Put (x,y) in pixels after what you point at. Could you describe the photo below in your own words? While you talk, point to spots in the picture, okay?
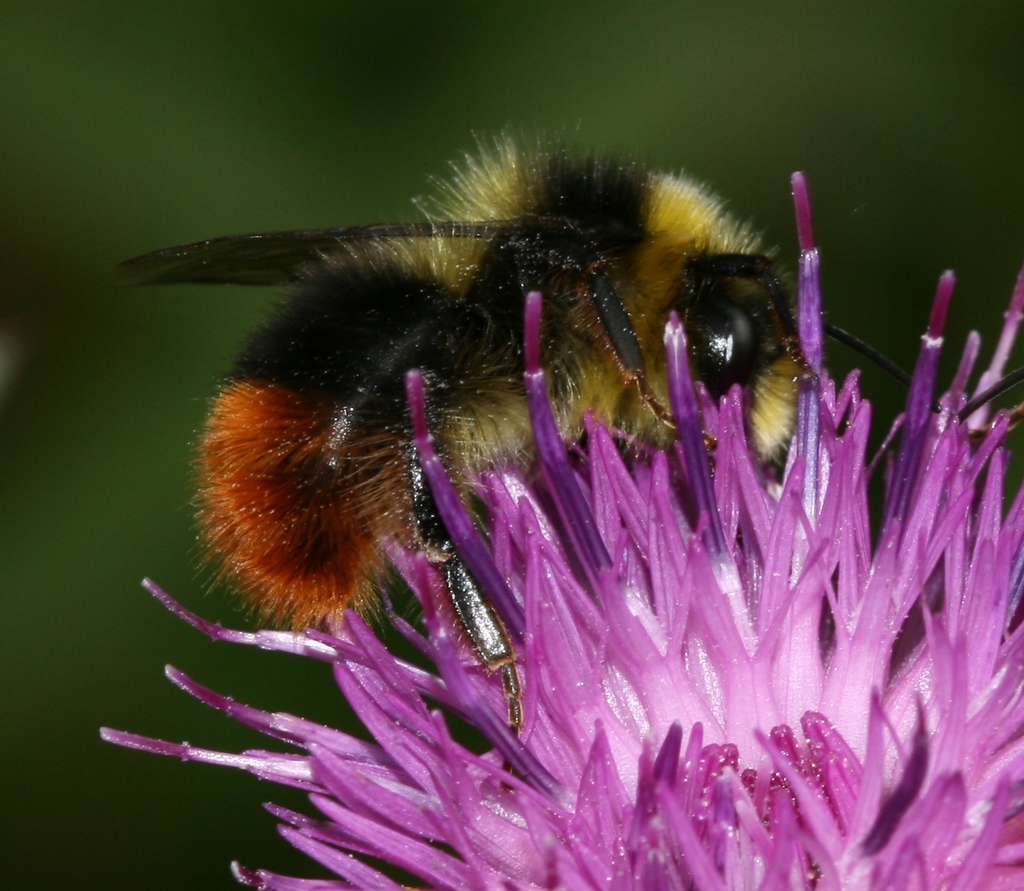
In this image I can see a flower (656,729) and a bee (396,425) is sitting on it. The background (159,144) is green in color. This image is taken may be in a garden (1005,95).
